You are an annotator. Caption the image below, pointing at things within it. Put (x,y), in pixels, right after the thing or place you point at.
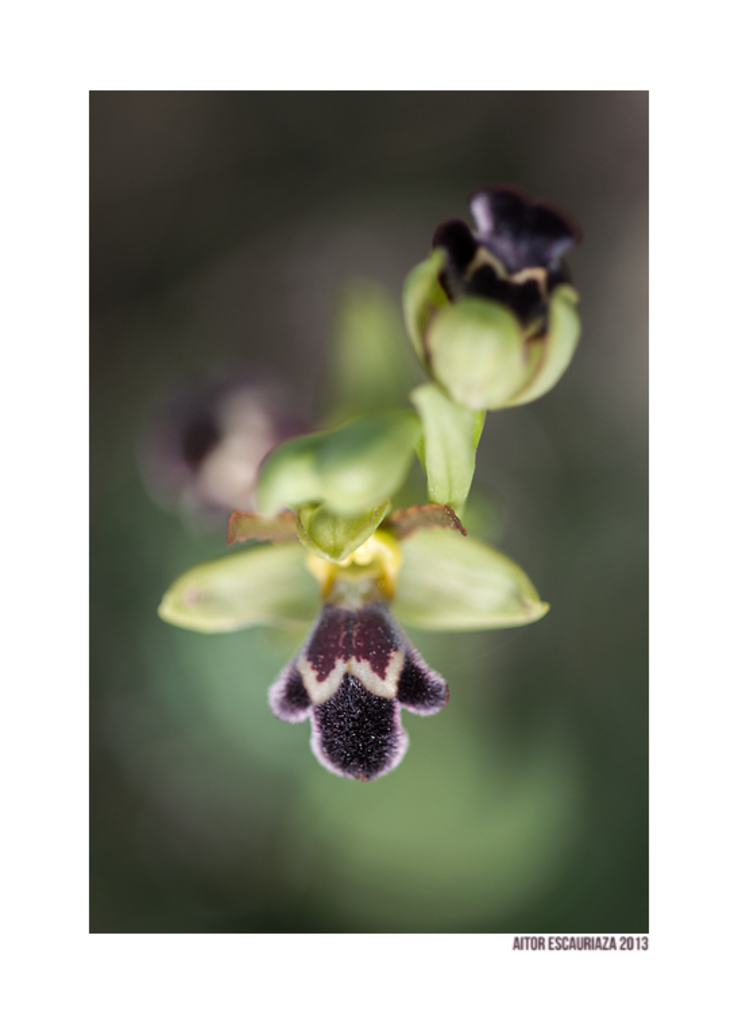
In this image there are buds (472,329), in the background (542,159) it is blurred.
